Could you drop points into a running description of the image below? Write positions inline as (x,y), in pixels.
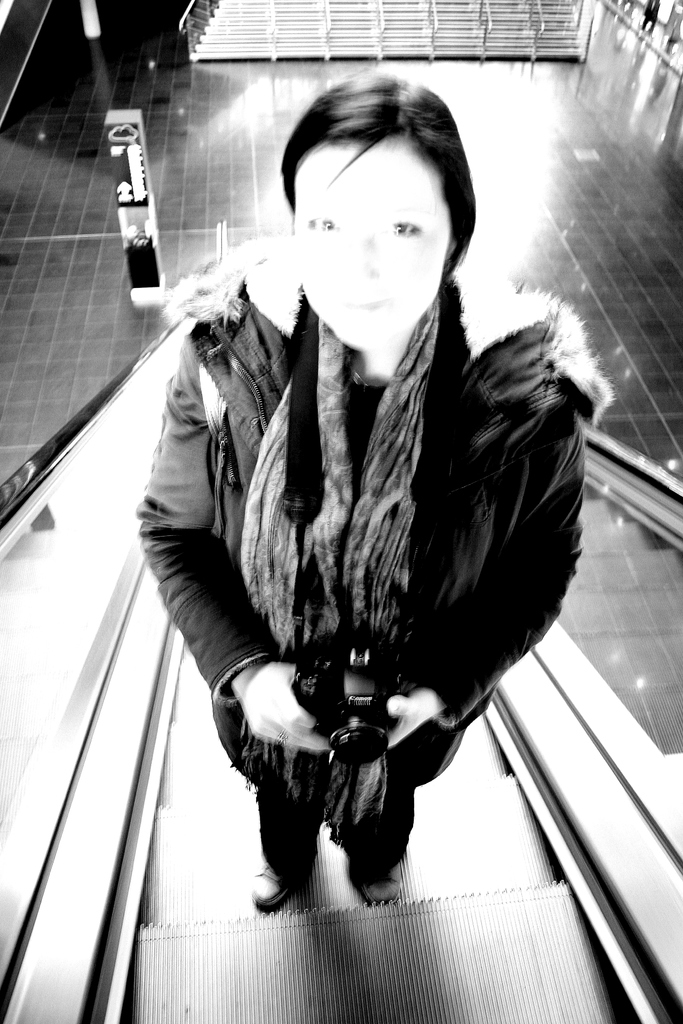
This is a black and white picture. Here we can see a woman (368,791) on the escalator (128,914) and she is holding a camera (384,737). This is floor (540,166).
